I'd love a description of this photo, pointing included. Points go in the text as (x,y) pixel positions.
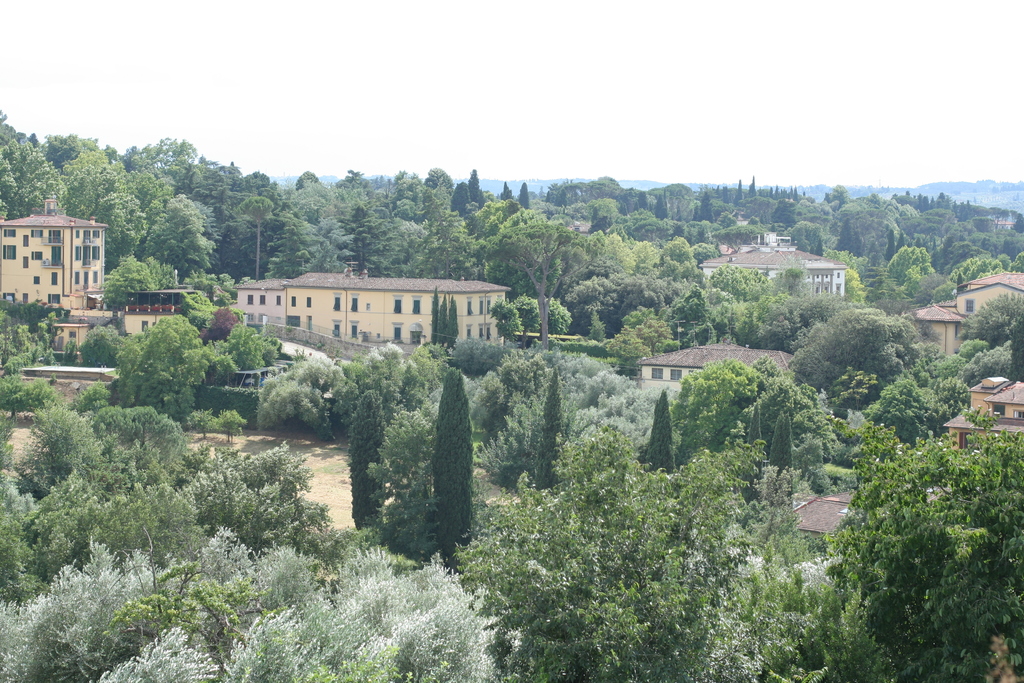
This image is taken outdoors. At the top of the image (321,92) there is a sky (568,99). In the middle of the image (548,238) there are many trees (727,604) and plants (194,597) on the ground (314,451). There are a few buildings (312,316) and houses (697,366) with walls (964,313), windows (336,329), doors (292,322) and roofs (332,278).
